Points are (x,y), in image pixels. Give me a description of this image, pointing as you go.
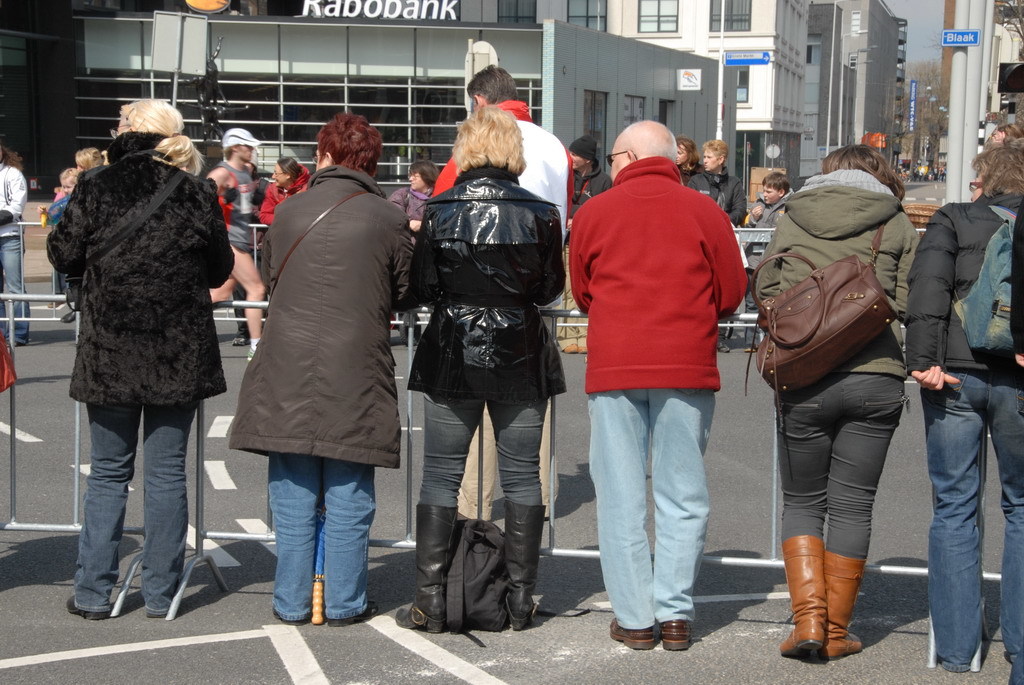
In this image I can see the group of people (283,334) standing behind the railing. These people (822,427) are wearing the different color dresses (453,313). In-front of these people (958,326) there is a person (239,198) running on the road (231,368). In the background (383,170) there are buildings (704,102) and I can see the blue color boards (913,120). I can also see the tree (911,79) and the sky (919,44) in the back (916,26).
